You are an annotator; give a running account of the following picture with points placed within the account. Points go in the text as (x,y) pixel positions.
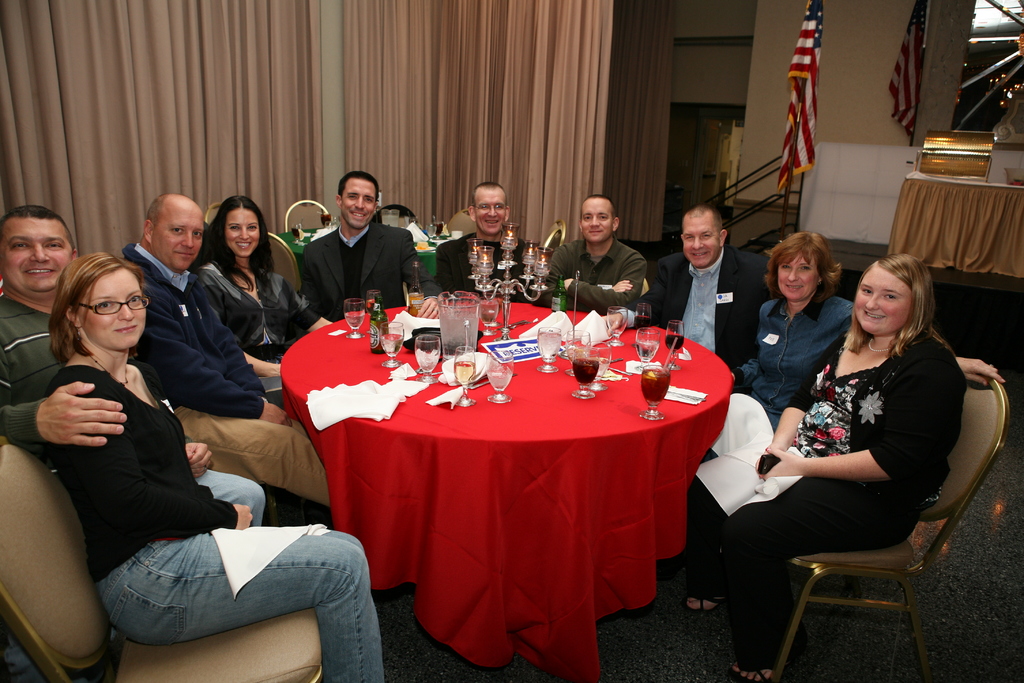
This picture shows a group of people (364,239) seated on the chairs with a smile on their faces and we see few glasses (548,358), papers (502,346), wine glasses (585,370) and bottles (380,339) on the table (573,472) and we see a flag (810,49) on the right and curtains (548,98) to the wall (826,47).
